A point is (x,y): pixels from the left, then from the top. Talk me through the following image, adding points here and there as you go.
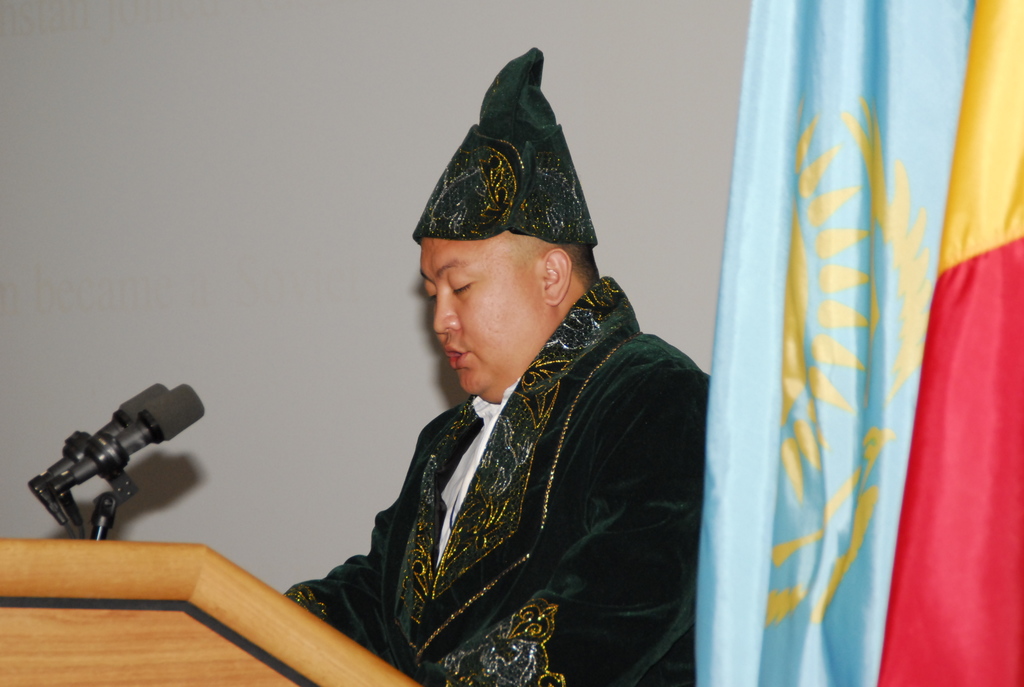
In this picture, we see a man (430,483) is standing. In front of him, we see a podium (147,602) on which the microphones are placed. I think he is talking on the microphone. On the right side (826,207), we see a flag (891,308) or a cloth (827,388) in blue, red and yellow color. In the background (288,227), we see a wall (280,361) in white color.
